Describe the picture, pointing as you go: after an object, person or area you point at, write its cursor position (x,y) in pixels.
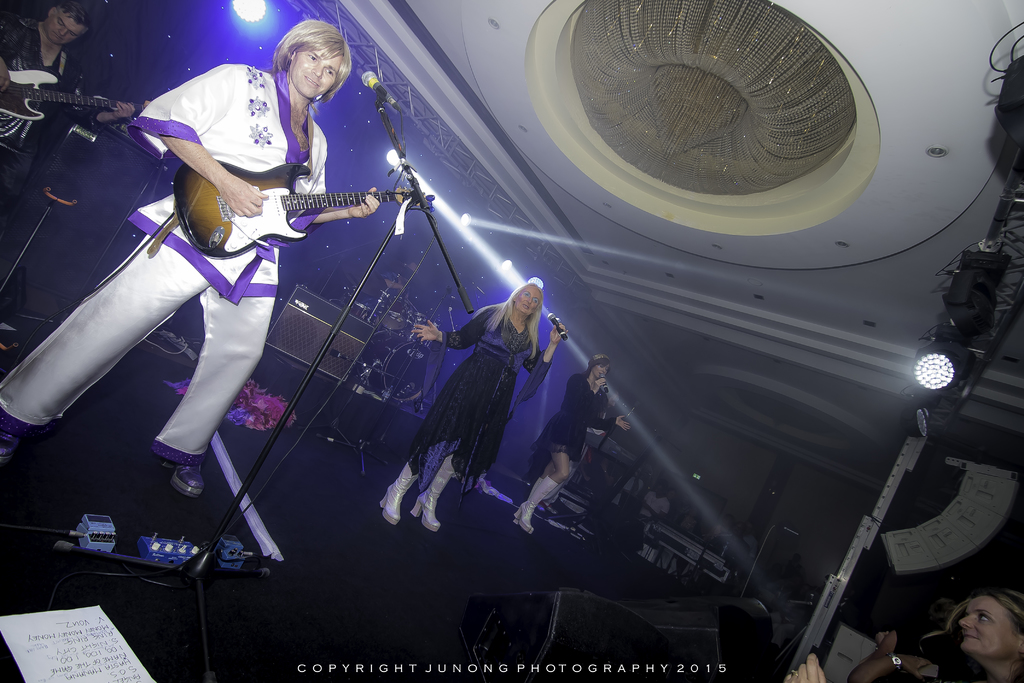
In this picture we can see there are four people (455,436) standing and the two people (583,429) holding the microphones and other people (146,215) holding the guitars (16,106). In front of the man (184,154) there is another microphone (368,77) with stand (203,548). Behind the people (420,333) there are some musical instruments (360,341) and lights (251,2). In front of the people (460,383) there are some people (912,668) are standing and at the top (759,108) there is a chandelier (700,109). On the image there is a watermark (540,670).
